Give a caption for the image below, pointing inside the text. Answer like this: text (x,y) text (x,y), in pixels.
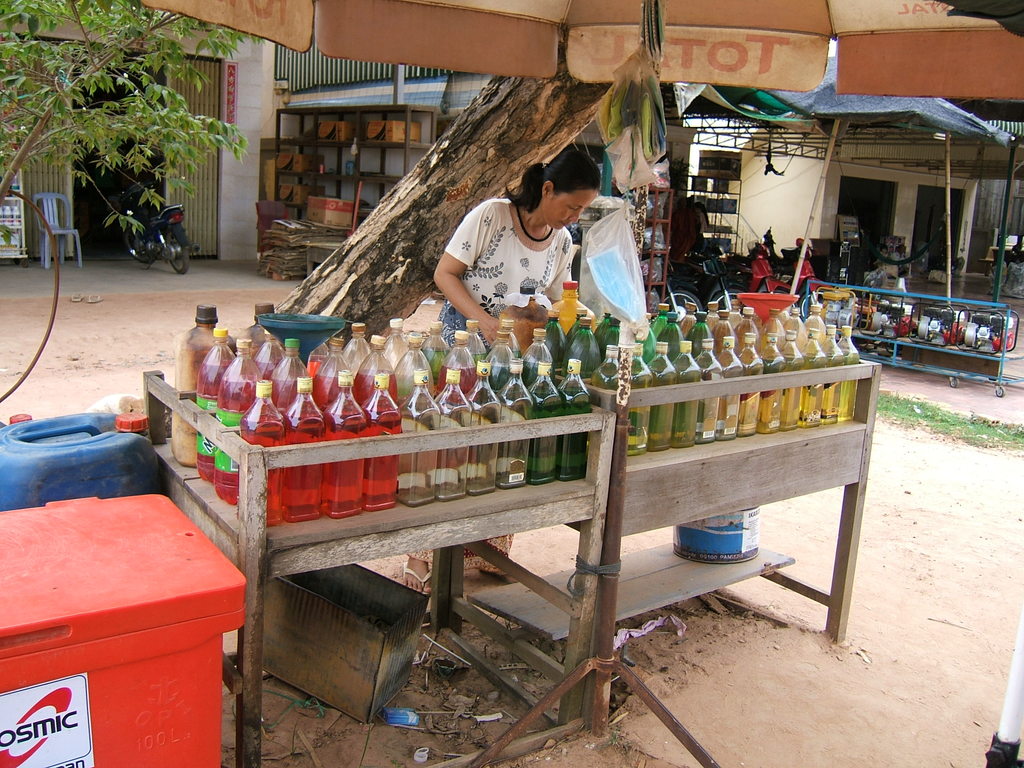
In this image we can see there is a person (492,276) standing on the ground (432,306), In front of her there is a table (478,434), on the table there are bottles (363,332). And at the side there are boxes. And at the back (952,338) there is a shed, stand (926,368), vehicles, room (918,211) and a few objects (860,317). There is a tree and a tree trunk (460,212).
